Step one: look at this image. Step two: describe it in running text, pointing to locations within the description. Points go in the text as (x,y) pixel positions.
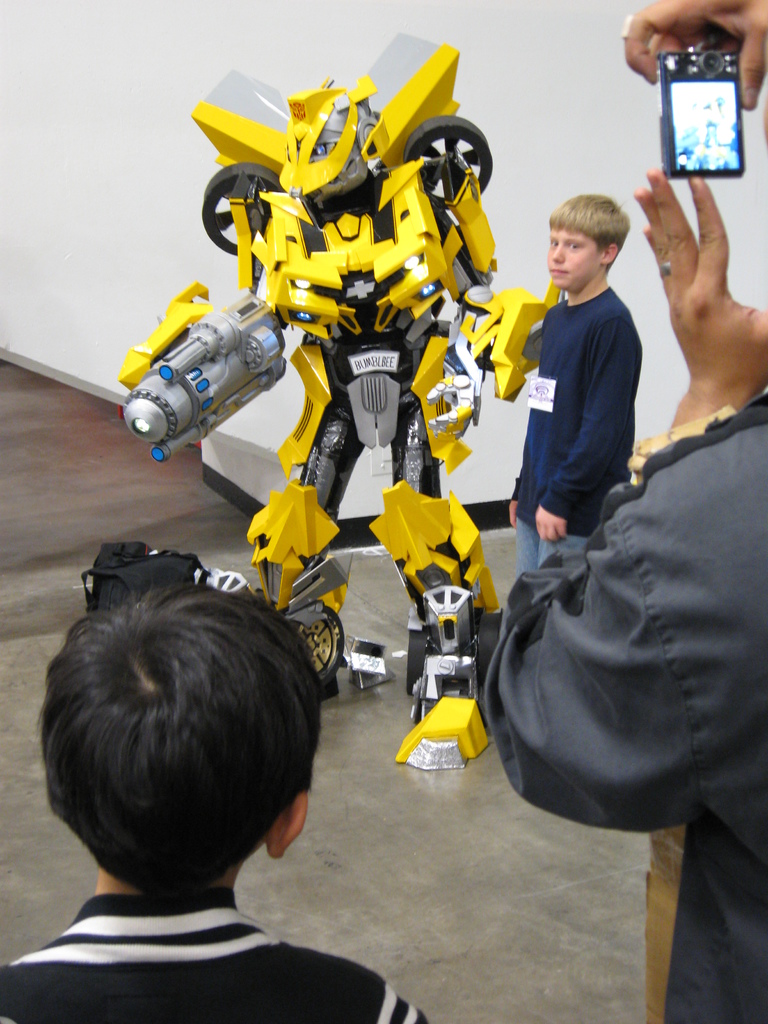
In the foreground of the picture (662,625) we can see a kid (273,828) and a person (688,456). The person (689,298) is holding a camera (714,95). In the center of the picture (447,422) we can see a robot (467,334) and a person (556,334). In the background (572,4) there is wall (70,17). On the left (32,484) it is floor (31,553).
